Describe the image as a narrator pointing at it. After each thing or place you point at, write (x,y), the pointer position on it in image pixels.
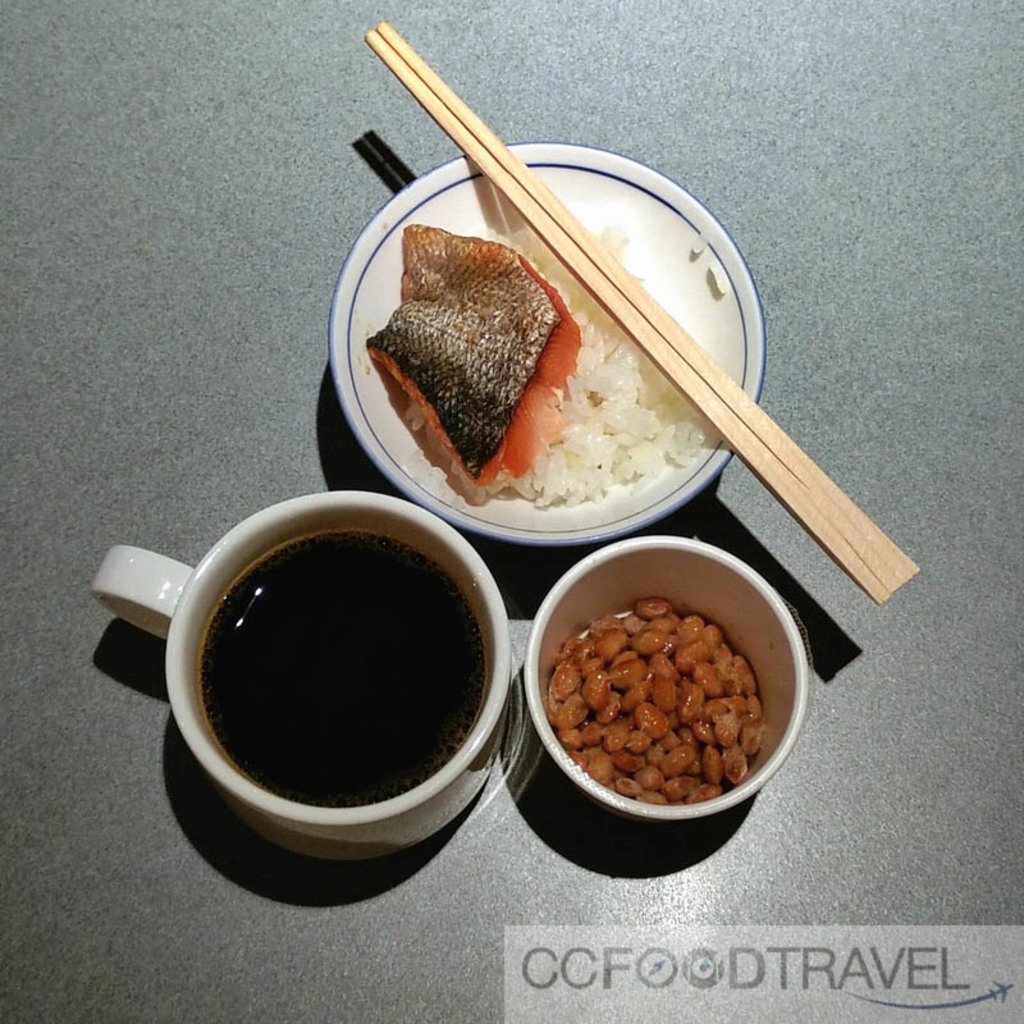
In this image i can see a cup (393,809) with some liquid (318,657) in it, a bowl (533,665) with some food object (651,643) and a plate (544,517) with fish (504,360) and rice (593,433) in it, I can see few chopsticks (401,49).
